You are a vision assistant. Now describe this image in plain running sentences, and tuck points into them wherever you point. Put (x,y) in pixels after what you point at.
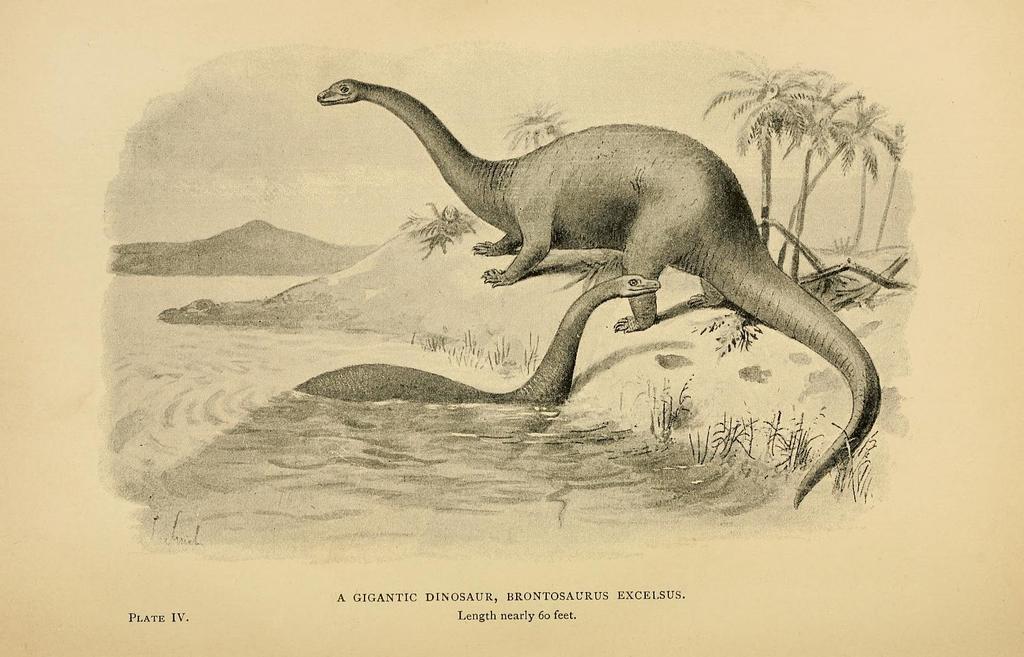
In this image I can see depiction picture where I can see water (294,467), grass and two dinosaurs (498,244) in the front (564,244). In the background (532,126) I can see few trees (896,169). On the bottom side of this image (430,595) I can see something is written.
